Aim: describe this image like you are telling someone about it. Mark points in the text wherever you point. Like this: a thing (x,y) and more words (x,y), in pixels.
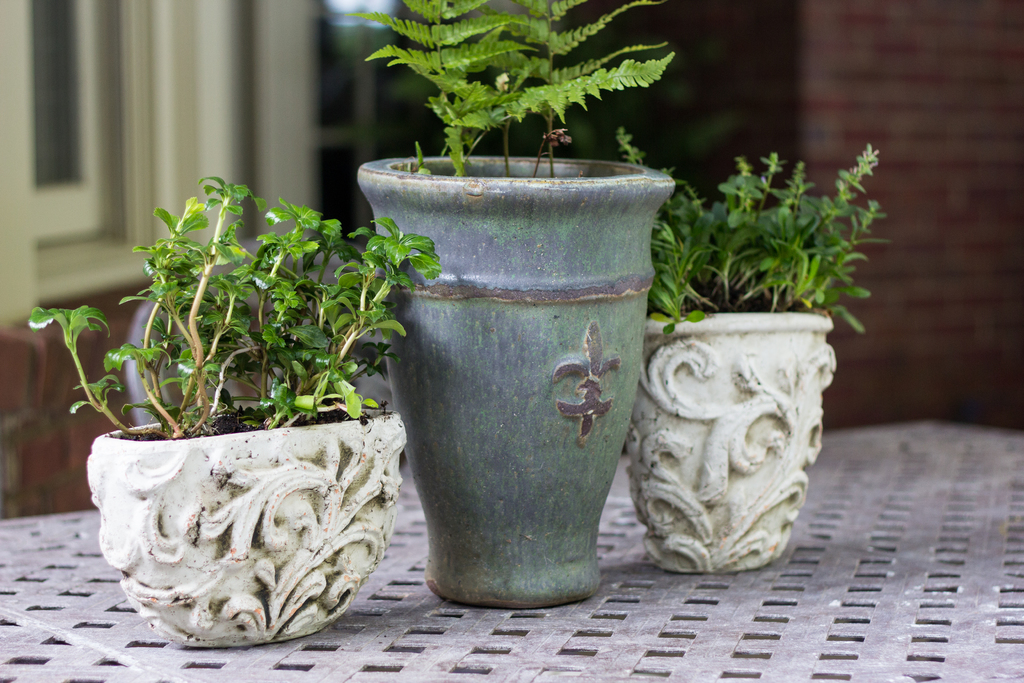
In this picture I can see there are three flower pots (473,505) kept on the table (349,630) and in the backdrop (260,106) there is a building (297,107).
